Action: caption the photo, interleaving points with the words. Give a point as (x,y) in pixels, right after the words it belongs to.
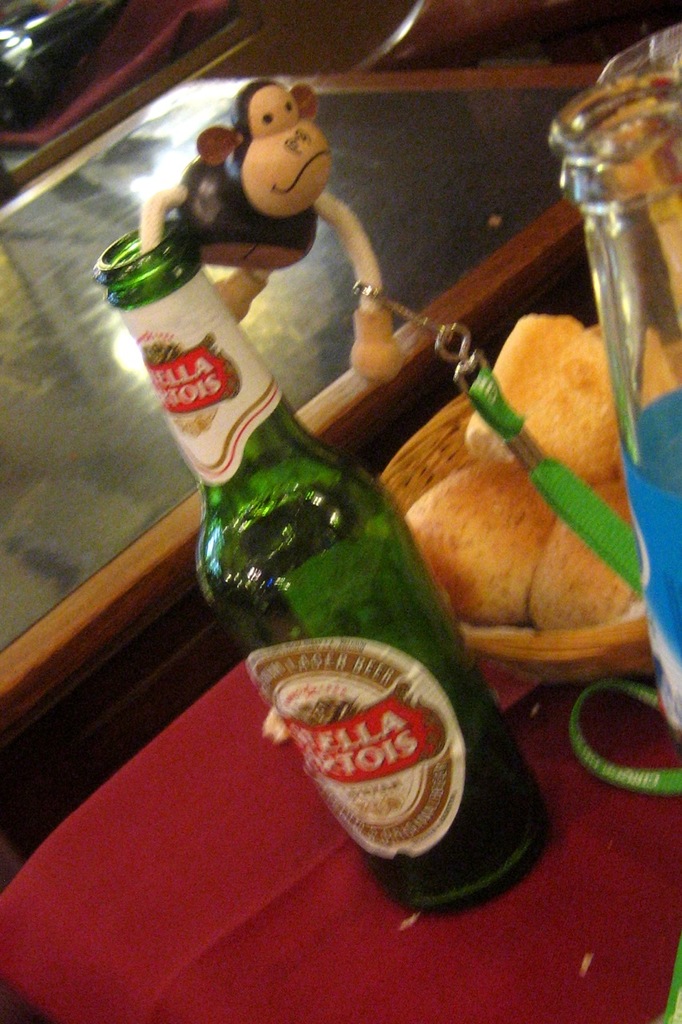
In this image there are bottles (275,532), food (529,561) and lanyard (519,457) on the table (175,742). Table (291,742) is covered with red color cloth (369,956).
